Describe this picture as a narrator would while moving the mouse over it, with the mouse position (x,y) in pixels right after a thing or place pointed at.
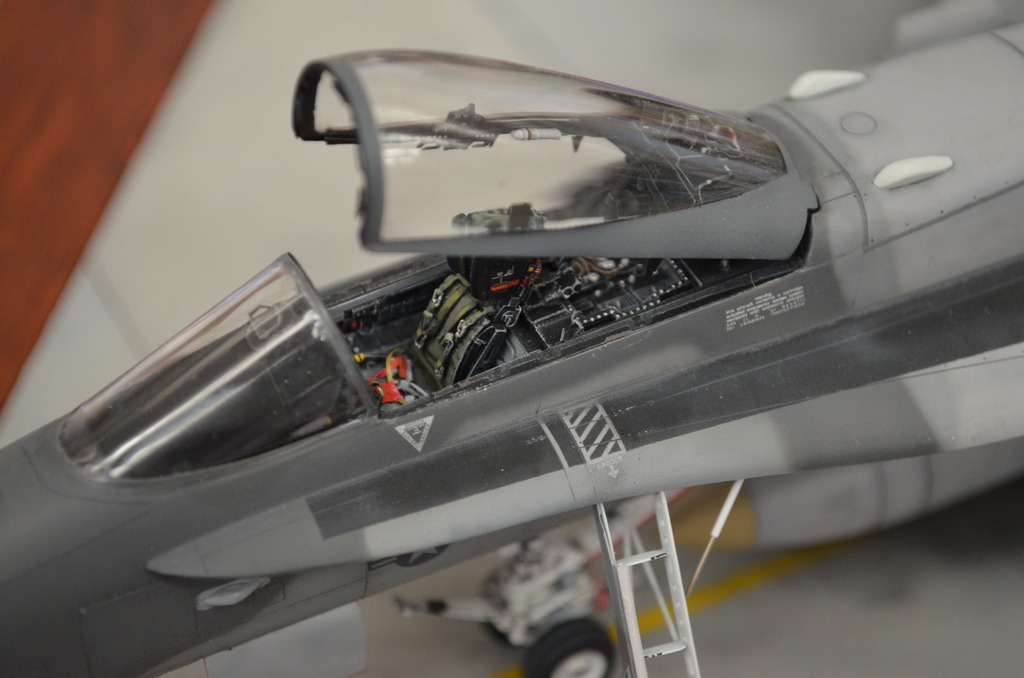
The picture consists of an aircraft (596,563). The background (106,130) is blurred.
